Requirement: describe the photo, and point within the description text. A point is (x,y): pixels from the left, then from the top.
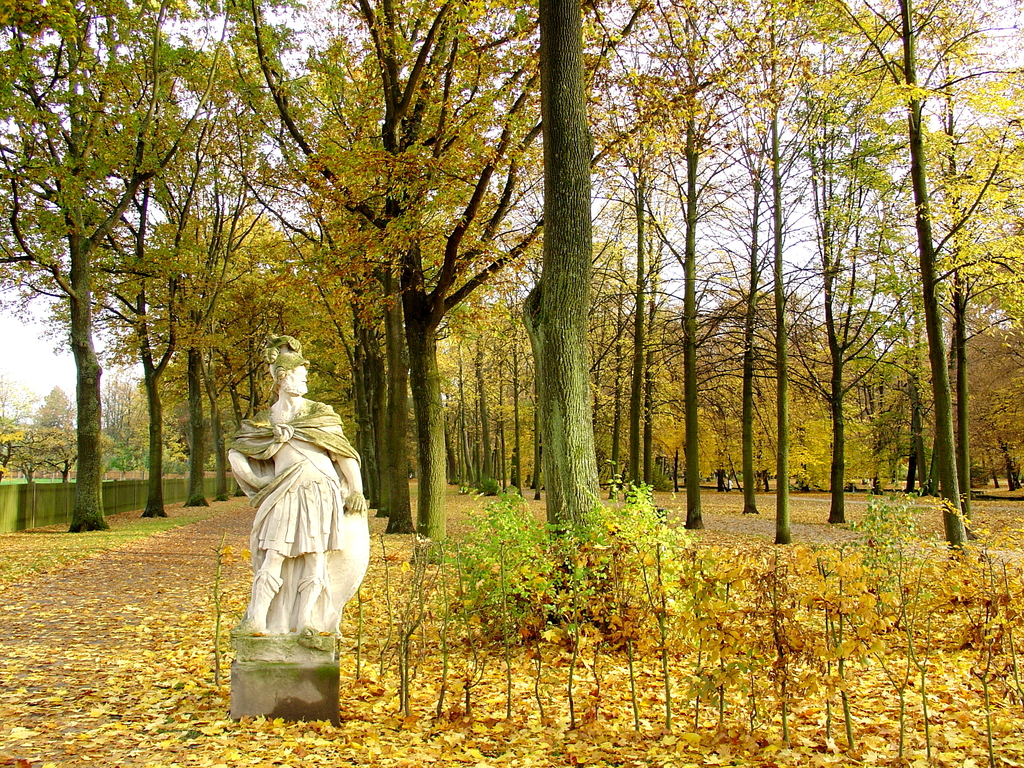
As we can see in the image there is a statue (341,536), plants (619,565) and trees (418,272). On the top (1006,225) there is sky (33,332).
